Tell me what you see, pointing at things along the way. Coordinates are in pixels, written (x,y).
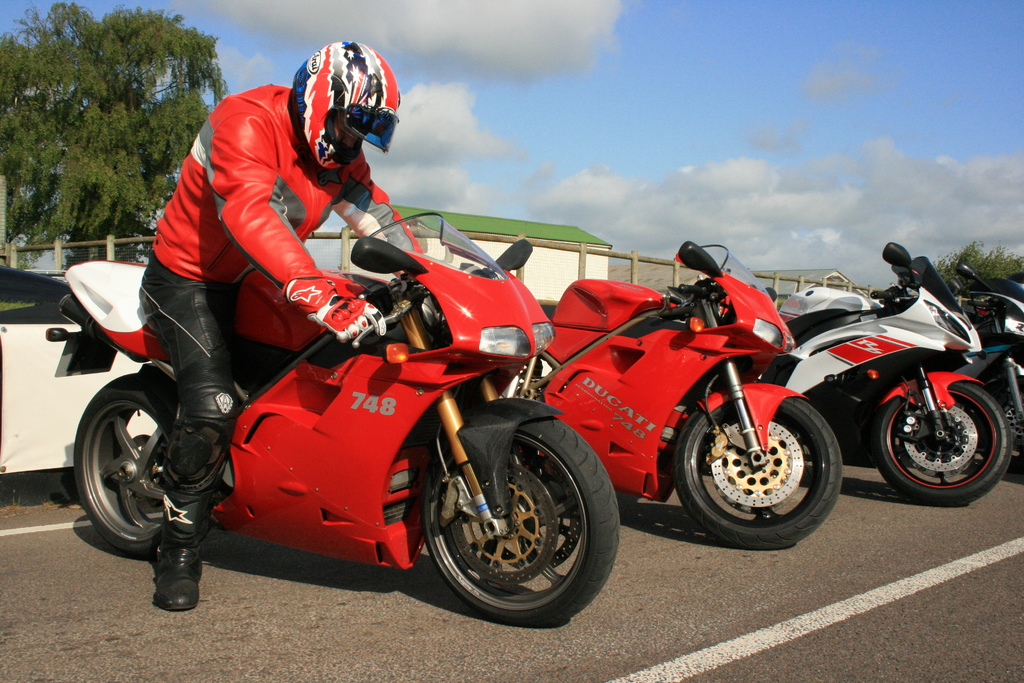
In this image we can see some bikes (537,410), one person (360,84) is sitting on a bike (91,341), behind him there are houses (593,241), fencing (589,274), trees (32,60), also we can see the sky (680,130).
